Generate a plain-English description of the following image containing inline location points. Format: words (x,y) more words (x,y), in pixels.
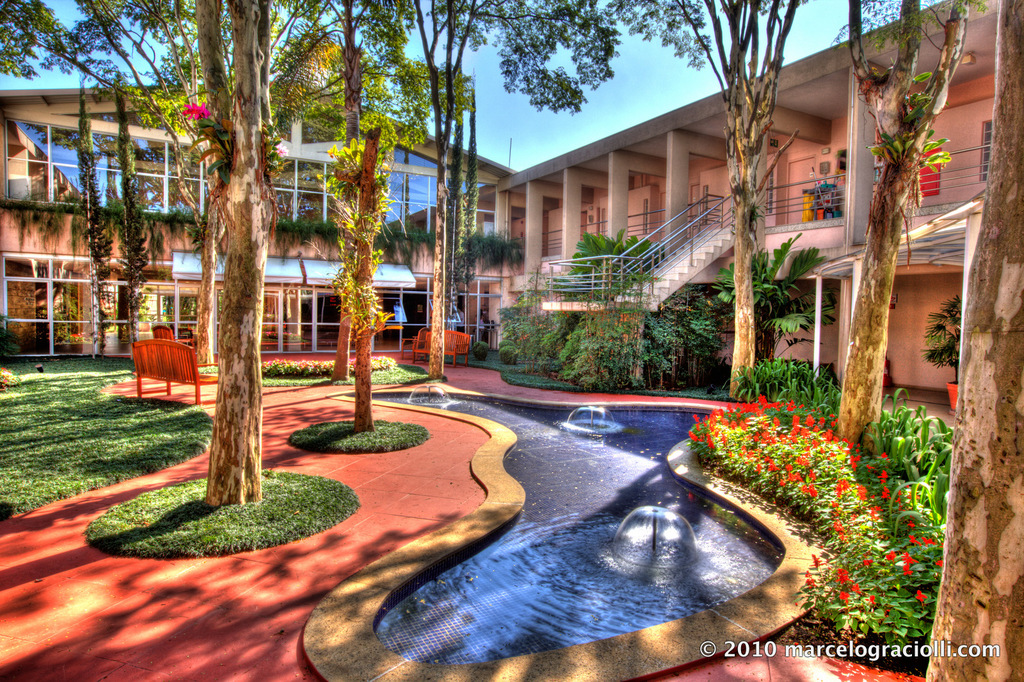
In this image I can see the ground (198,602), some grass (127,459), few trees (204,362), a pool (510,465), few flowers (742,455) which are red in color, a bench (184,377), few stairs (656,289), the railing (667,261) and a building (574,249). In the background (588,138) I can see the sky (568,115).
